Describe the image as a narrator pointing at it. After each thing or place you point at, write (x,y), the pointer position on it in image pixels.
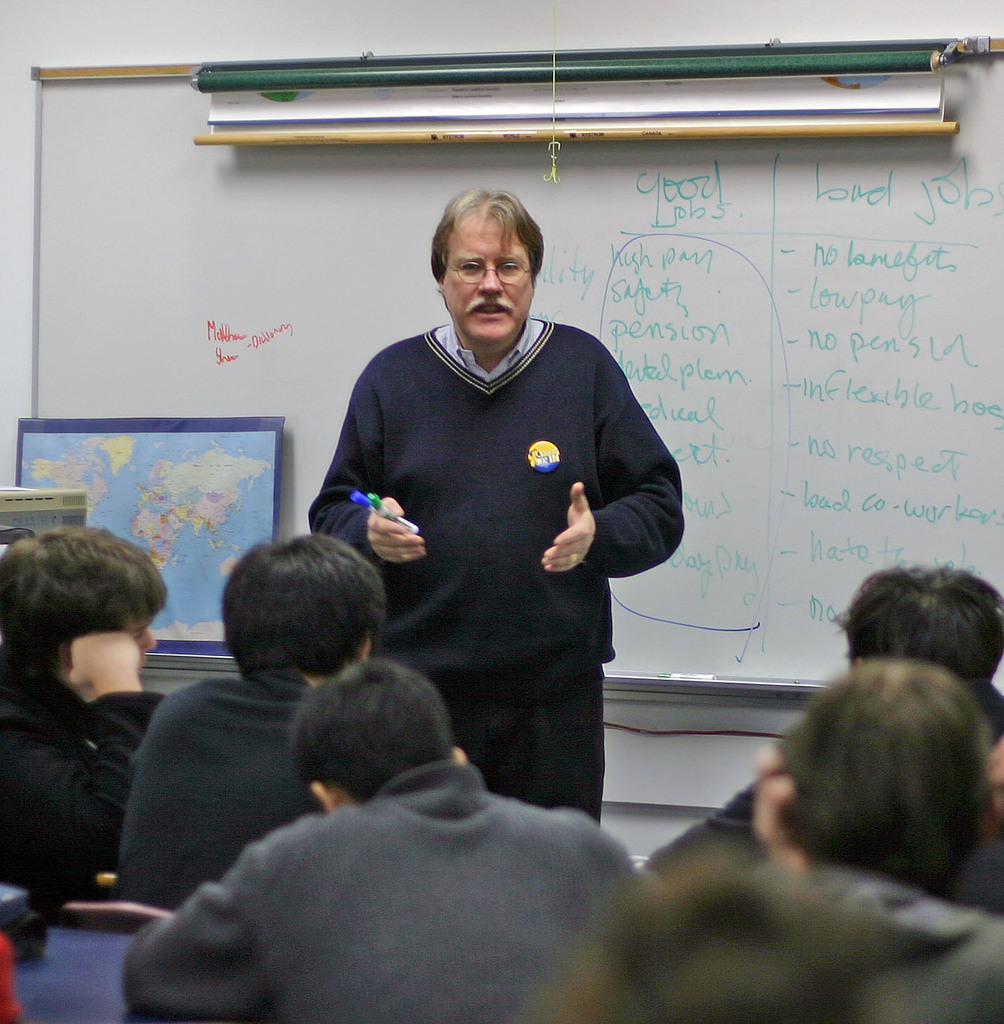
This picture is clicked inside the room (509,503). The man (503,485) in the middle of the picture (439,558) who is wearing a black sweater (454,539) is holding markers (369,509) in his hand (391,548) and I think he is explaining something. Behind him, we see a chart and a white board (201,228) with some text (652,337) written on it. Behind that, we see a wall (189,60). On the left side (214,464), we see the chart (176,486) of the world map (177,494). At the bottom of the picture (342,920), we see people (266,884) are sitting on the chairs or benches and they are listening to him.
